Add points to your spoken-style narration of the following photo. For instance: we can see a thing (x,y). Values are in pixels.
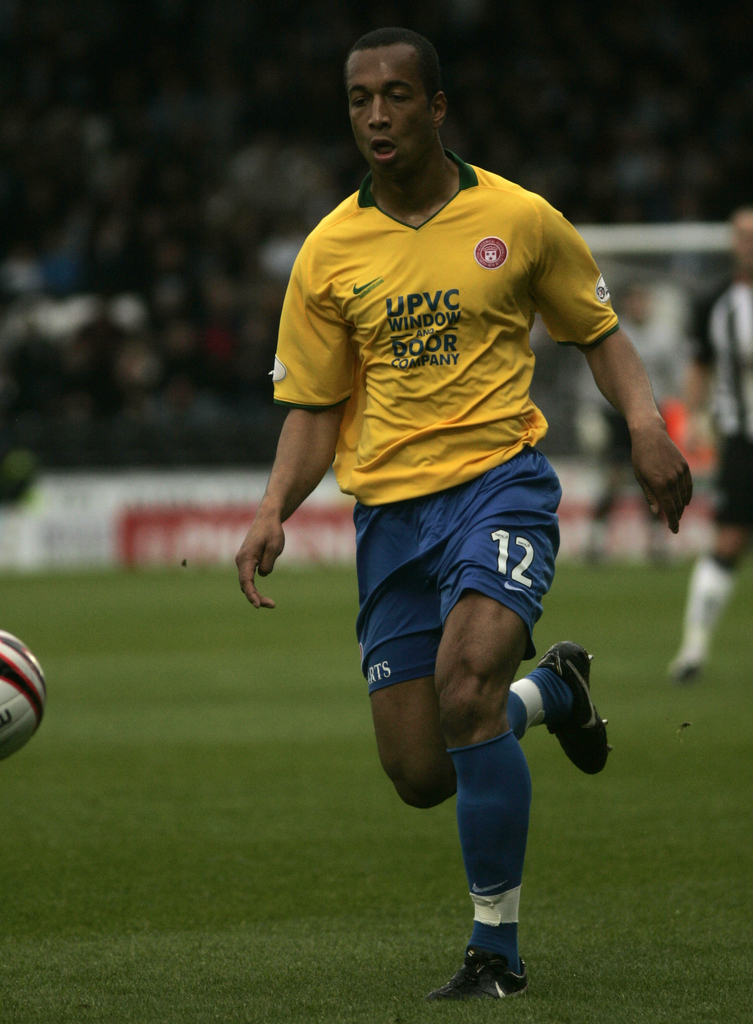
In this image, we can see a person (424,661) running on the ground (447,911). On the left side of the image (21,714), we can see a ball (21,707) in the air. In the background (140,261), we can see the blur view and people (667,378).
